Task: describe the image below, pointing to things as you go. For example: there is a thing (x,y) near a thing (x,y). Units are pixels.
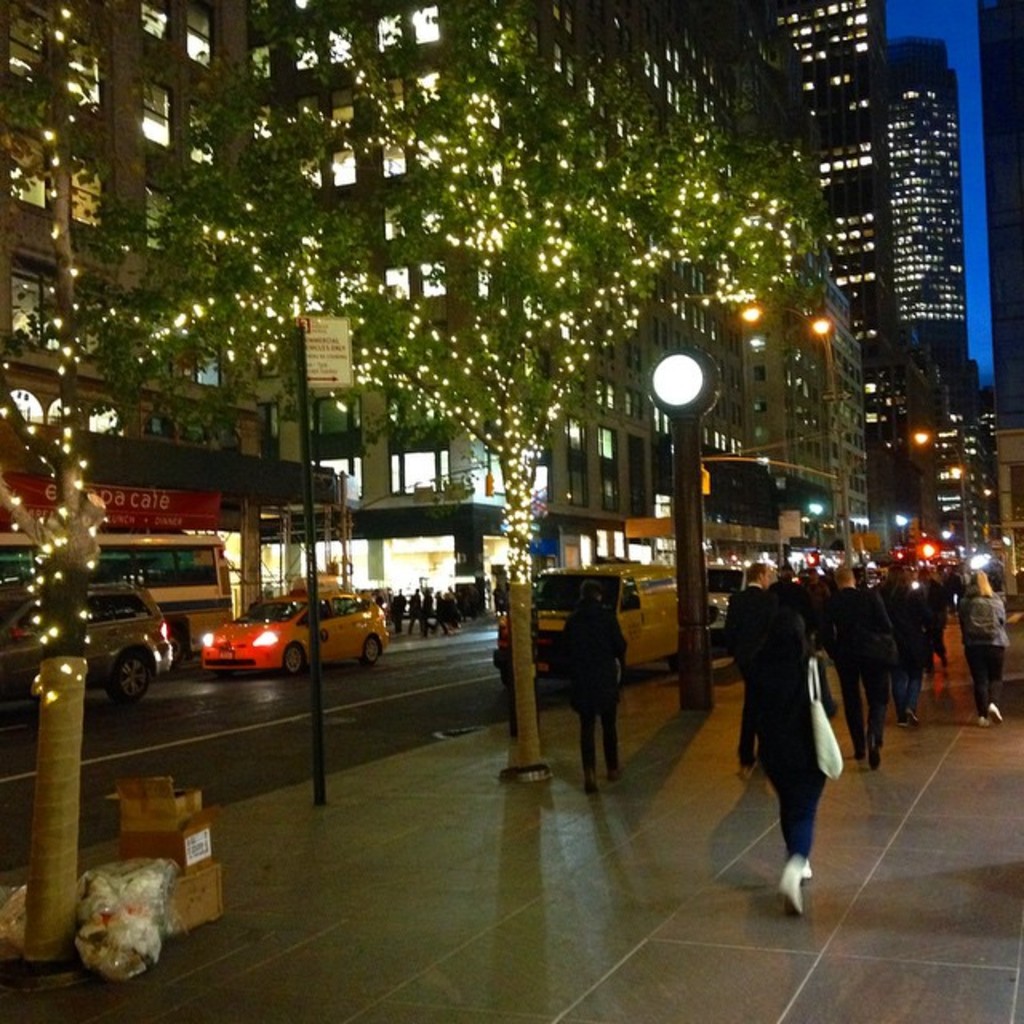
In this image I can see building (922,341), on top of building (895,339) I can see lights (674,359), on which I can see vehicles (255,639) and persons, beside the road (654,679) I can see footpath (932,736) on which persons (741,605) walking, poles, boxes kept on it.
